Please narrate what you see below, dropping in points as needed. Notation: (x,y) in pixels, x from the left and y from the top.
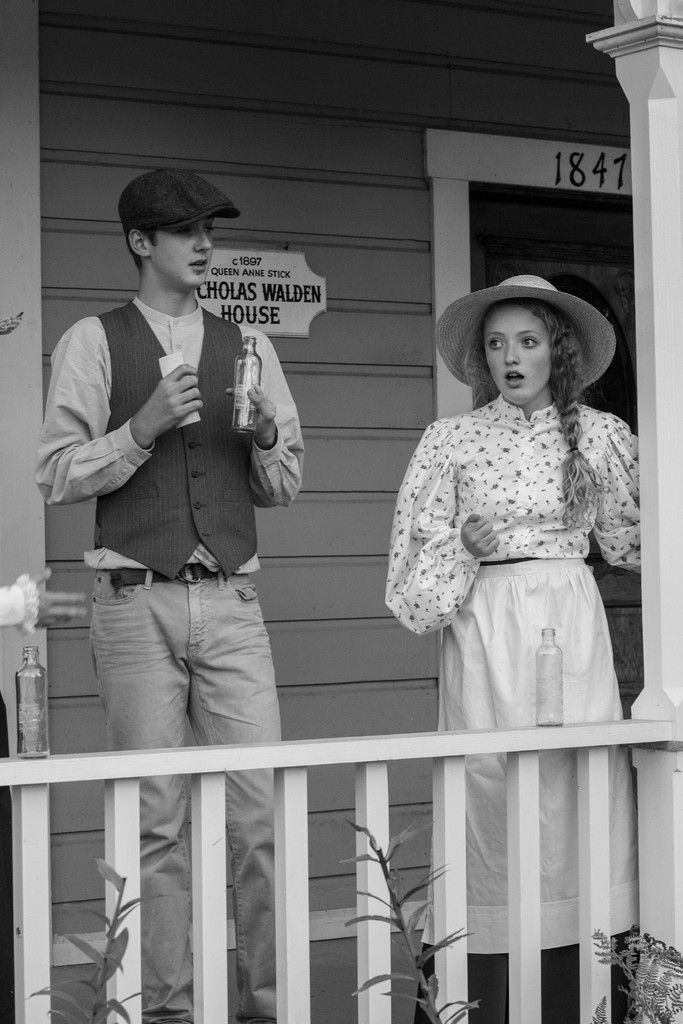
This image consists of two persons (568,997). On the right (489,708), the woman (426,548) is wearing a white dress (448,553) and a hat (604,371). On the left (180,558), the man (183,572) is wearing a cap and holding a bottle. At the bottom (357,857), we can see the plants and railing (284,782). On the right (645,336), there is a pillar (682,282). In the background (285,589), we can see a wall (430,306) along with a door (551,249). And there is a name board (282,287) on the wall (309,358).
